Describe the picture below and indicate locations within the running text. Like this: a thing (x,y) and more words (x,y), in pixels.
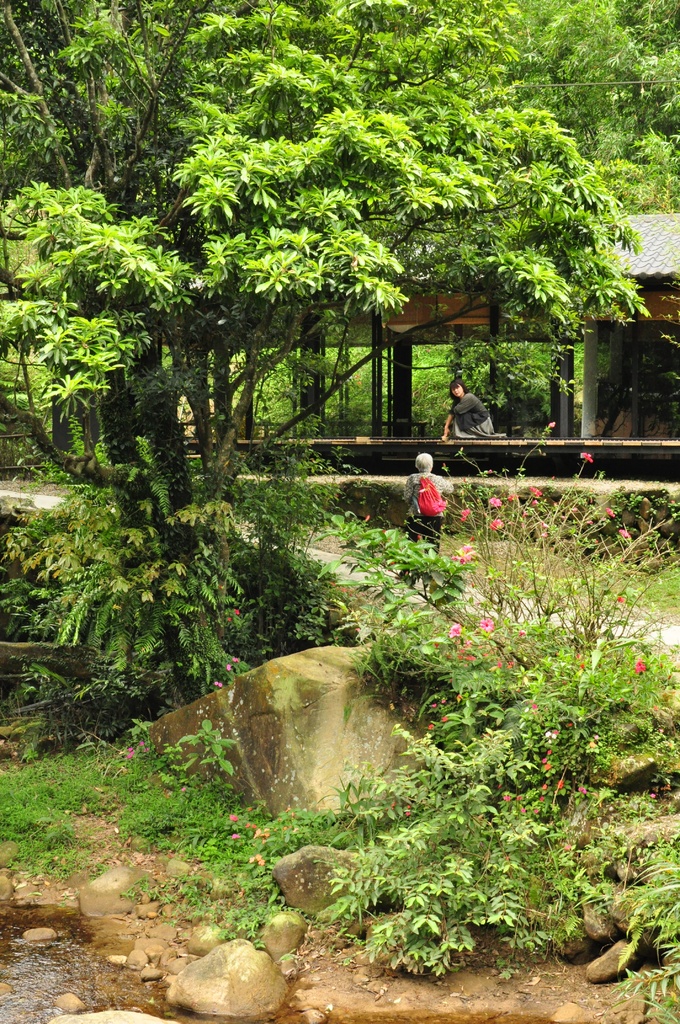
Here in this picture we can see the ground (130,796) is fully covered with grass (26,787), plants (514,839) and trees (233,348) and in the middle (424,465) we can see a person (445,485) standing on the ground (450,542) and we can also see he is carrying bag (429,501) and in front of him also we can see another person (468,412) sitting on the bench (548,445) over there and we can also see a shed (382,336) present over there and we can see some rock stones (317,660) also present on the ground (303,997).
